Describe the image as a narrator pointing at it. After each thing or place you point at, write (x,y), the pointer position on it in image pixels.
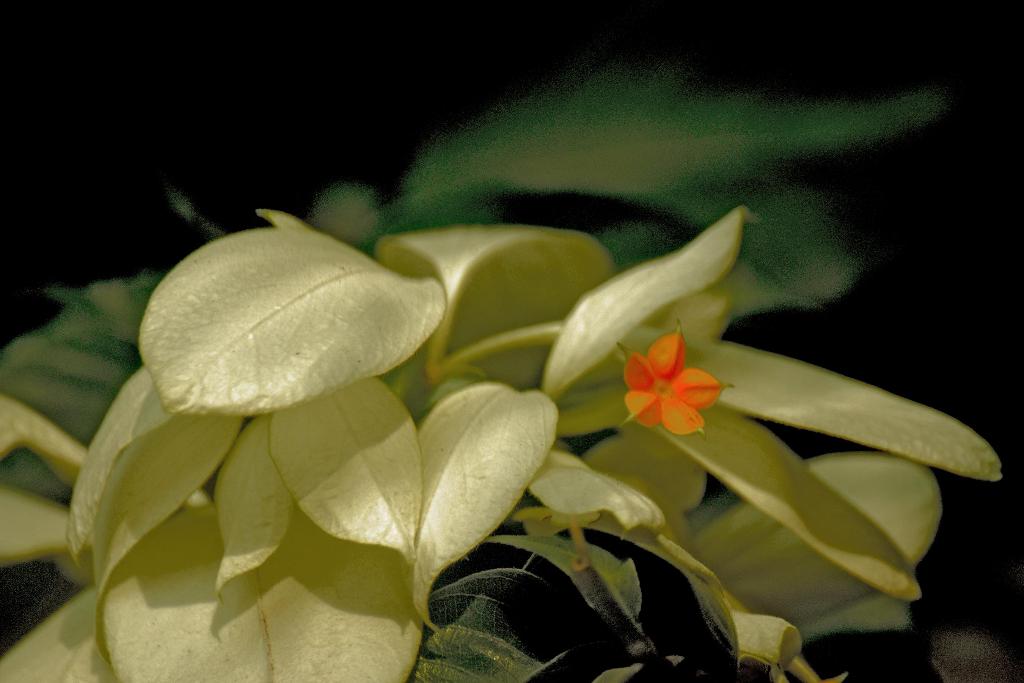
In this image we can see a flower (653,372), plants (376,248), also the background (942,274) is dark.
